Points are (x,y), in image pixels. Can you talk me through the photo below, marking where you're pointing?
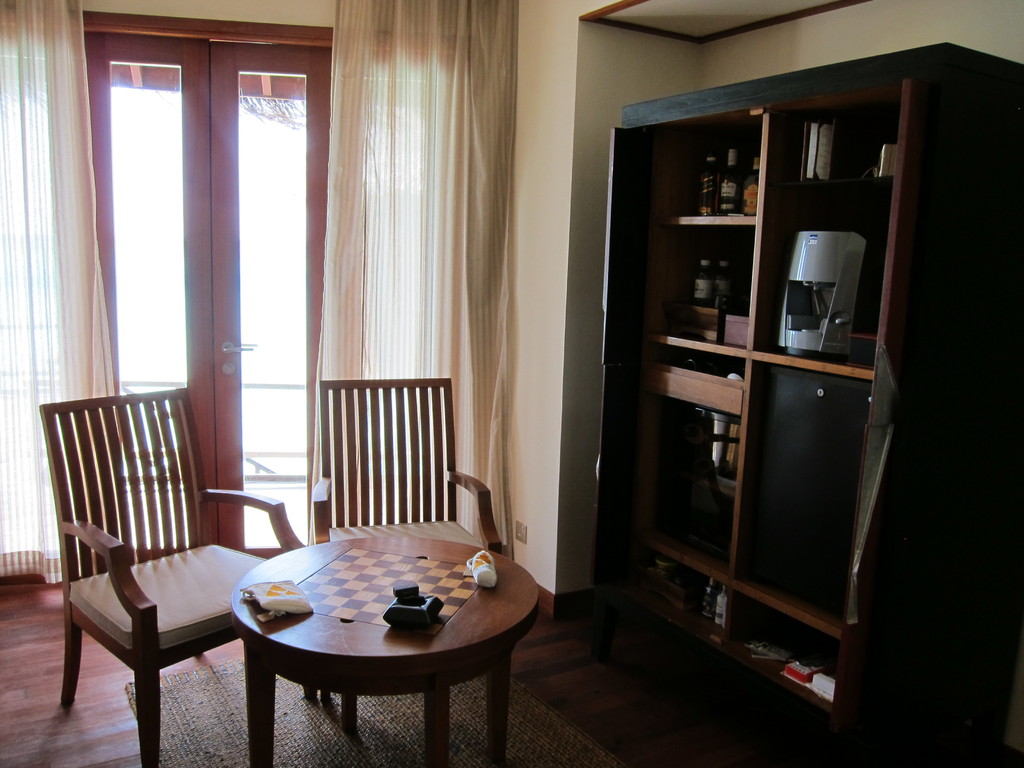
In this image we can see two chairs (170,528). There is a table (423,651). At the bottom of the image (31,728) there is a wooden flooring (47,721). There is a carpet (381,713). To the right side of the image (703,572) there is a cupboard (907,285) with objects (716,209) in it. In the background of the image (99,15) there is a door (328,120). There are curtains (425,36).
